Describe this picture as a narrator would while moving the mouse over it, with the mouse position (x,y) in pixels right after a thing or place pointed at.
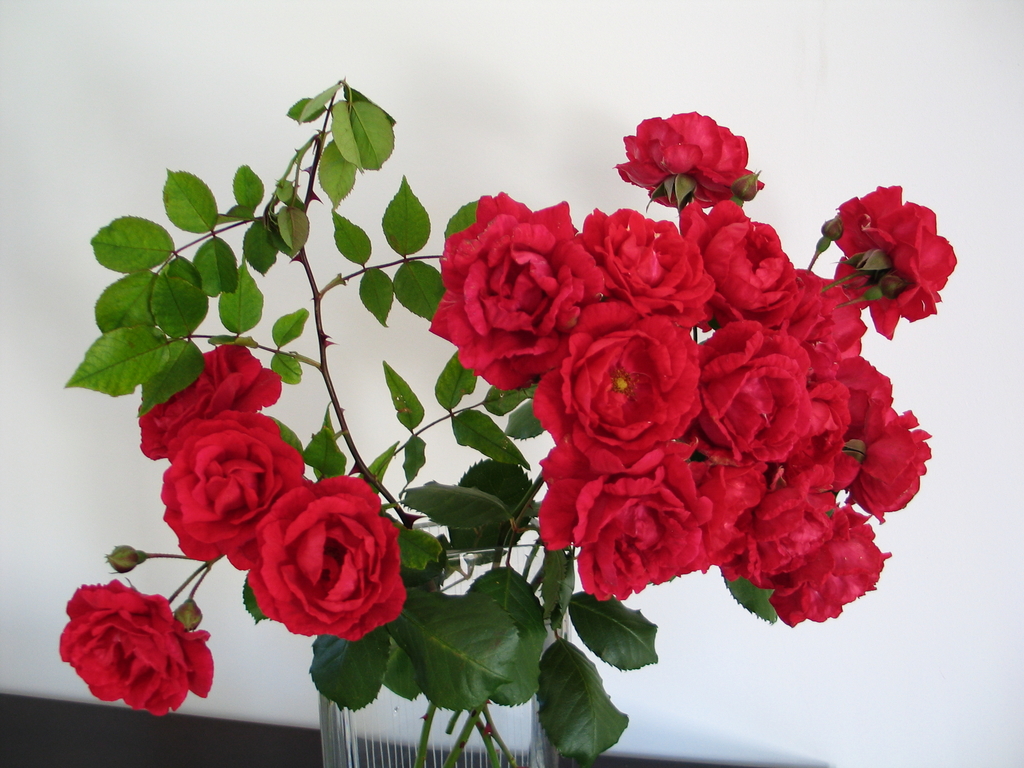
There is a beautiful rose plant (493,729) kept in a glass pot (376,737), behind the plant (944,250) there is a white color wall (25,612).
